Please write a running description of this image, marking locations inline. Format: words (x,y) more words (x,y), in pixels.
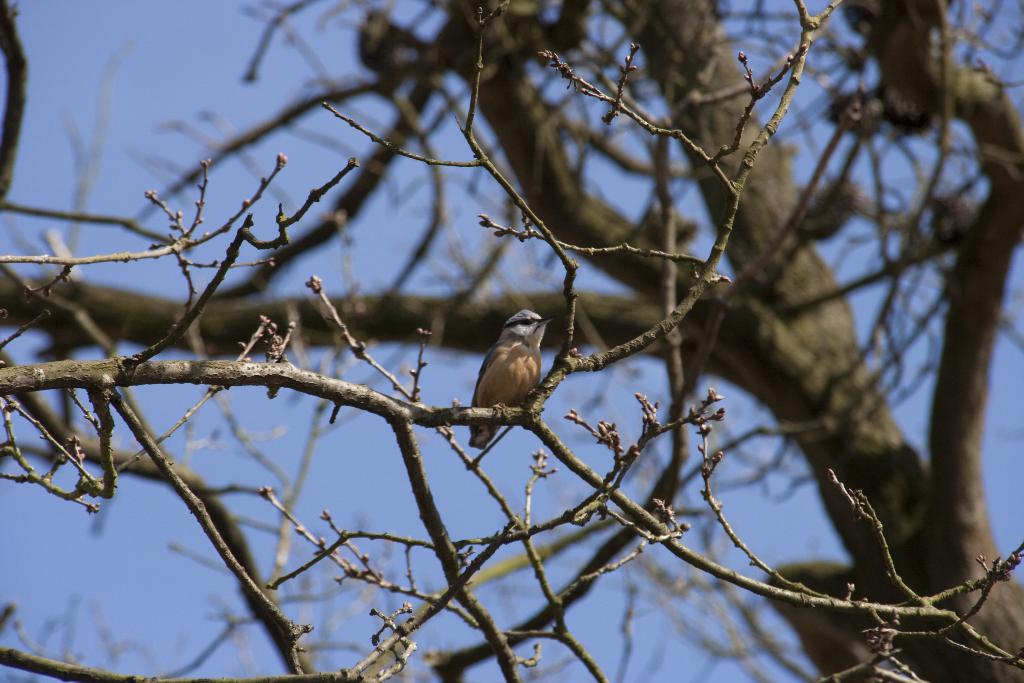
In this image there is one tree (728,351), on the tree (575,584) there is one bird (499,363) and in the background (400,292) there is sky (236,111).
